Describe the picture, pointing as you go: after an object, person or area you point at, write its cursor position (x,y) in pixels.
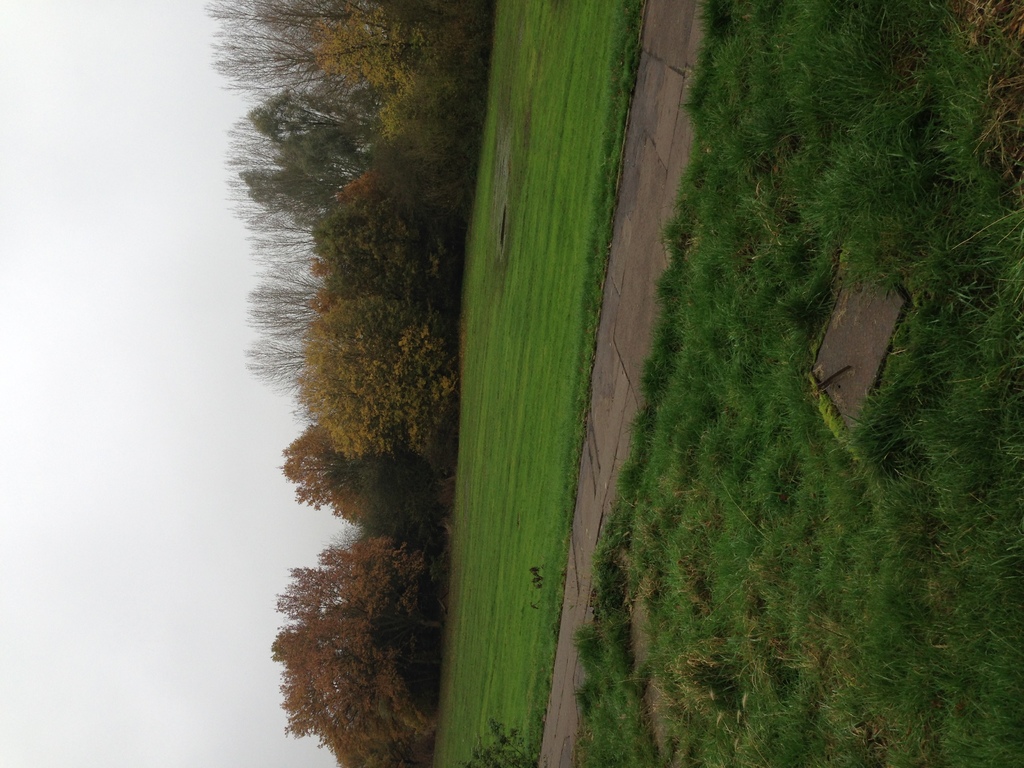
In this image I can see the road (653,237), some grass (553,536) and few trees (410,189). In the background (191,529) I can see the sky (159,538).
